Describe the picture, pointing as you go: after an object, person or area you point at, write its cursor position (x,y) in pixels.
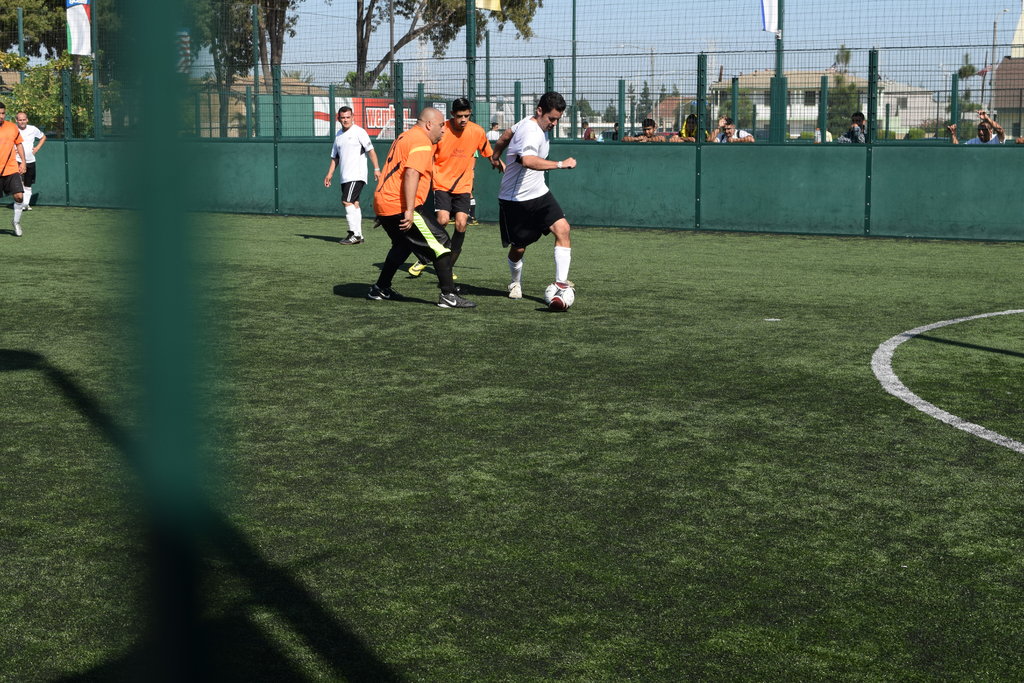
There are few men (423,195) playing football on a grass field (863,362), it had a fence (681,168) and outside the fence (676,150) there are some people (741,129) watching them and on the background (415,7) there are trees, home (812,95) and sky (647,23) over the top.
